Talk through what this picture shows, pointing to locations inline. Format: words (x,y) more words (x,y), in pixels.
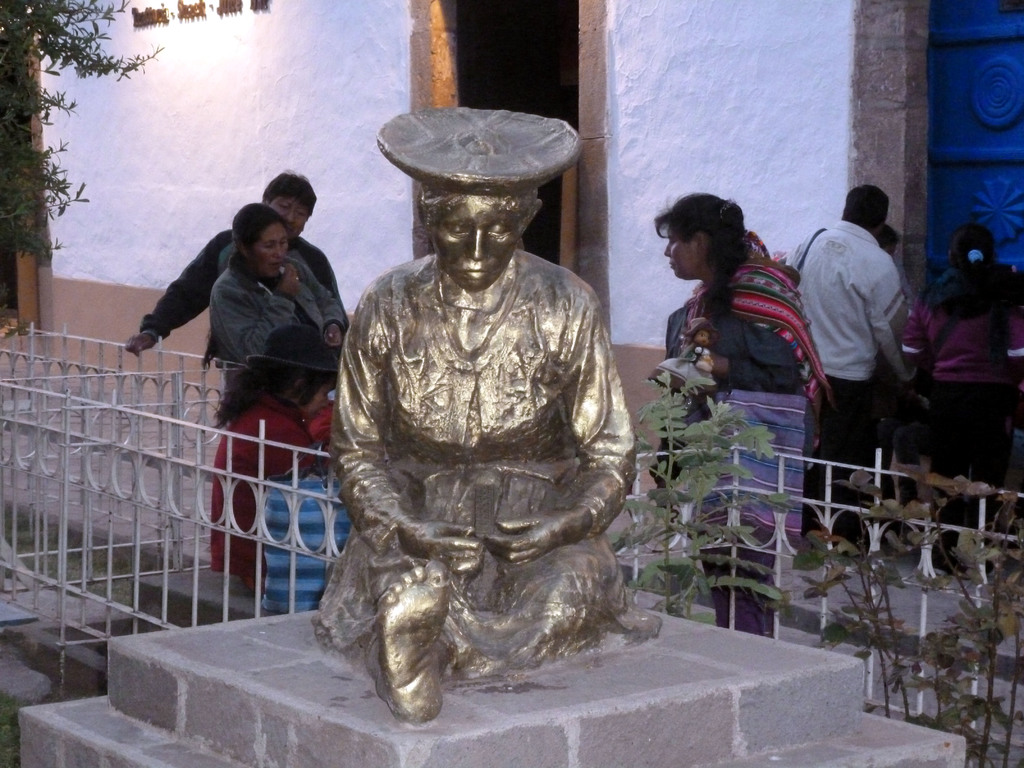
This picture is clicked outside. In the center (468,280) there is a sculpture (452,464) of a person (450,590) and we can see the plants (822,559) and the guard rail (67,516) and there are some persons (731,297) standing on the ground (206,552) and there is a person (270,390) behind the railing (206,528). In the background (221,65) there is a wall (257,71) of a building (470,83) and we can see the tree (15,113).
